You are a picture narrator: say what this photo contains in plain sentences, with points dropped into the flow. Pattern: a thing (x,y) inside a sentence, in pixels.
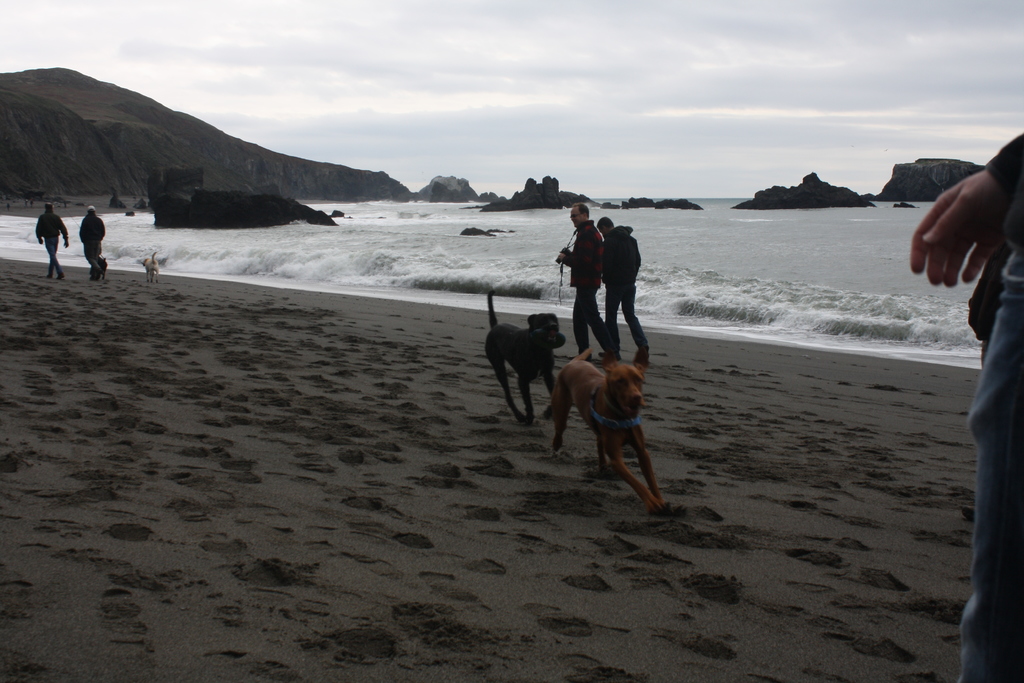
In the foreground (1016,624), I can see three dogs (520,366) and a group of people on the beach (509,523). In the background (454,253), I can see mountains (446,199), water (545,248) and the sky (558,128). This picture might be taken near the ocean (468,248).
